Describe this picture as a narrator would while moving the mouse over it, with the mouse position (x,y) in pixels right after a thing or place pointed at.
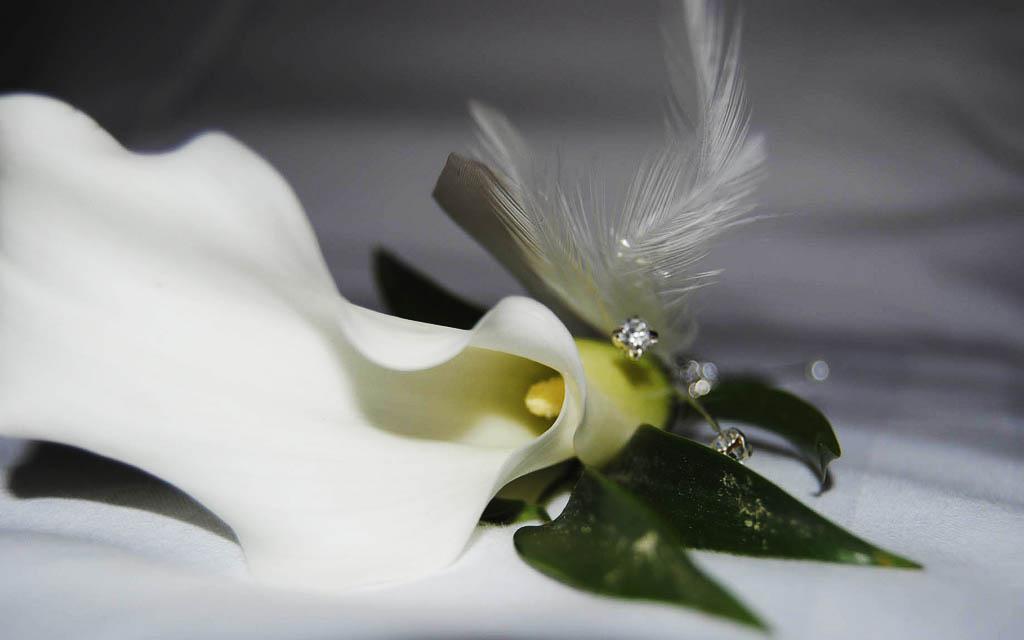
In this image we can see a flower (416,500) on the surface (394,585).
